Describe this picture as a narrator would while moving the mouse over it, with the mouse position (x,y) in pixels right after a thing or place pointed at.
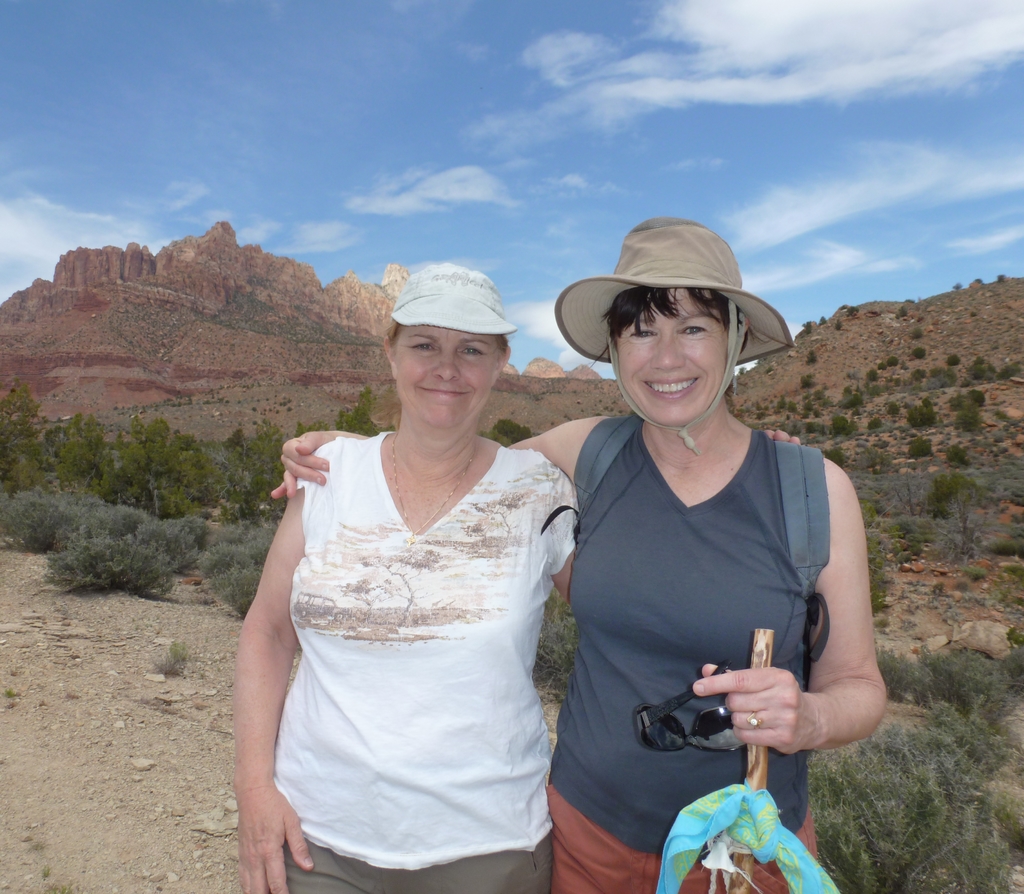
Two women (667,669) are standing holding goggles (693,739), there are trees (194,439), mountains (139,347) and a sky (562,120).
